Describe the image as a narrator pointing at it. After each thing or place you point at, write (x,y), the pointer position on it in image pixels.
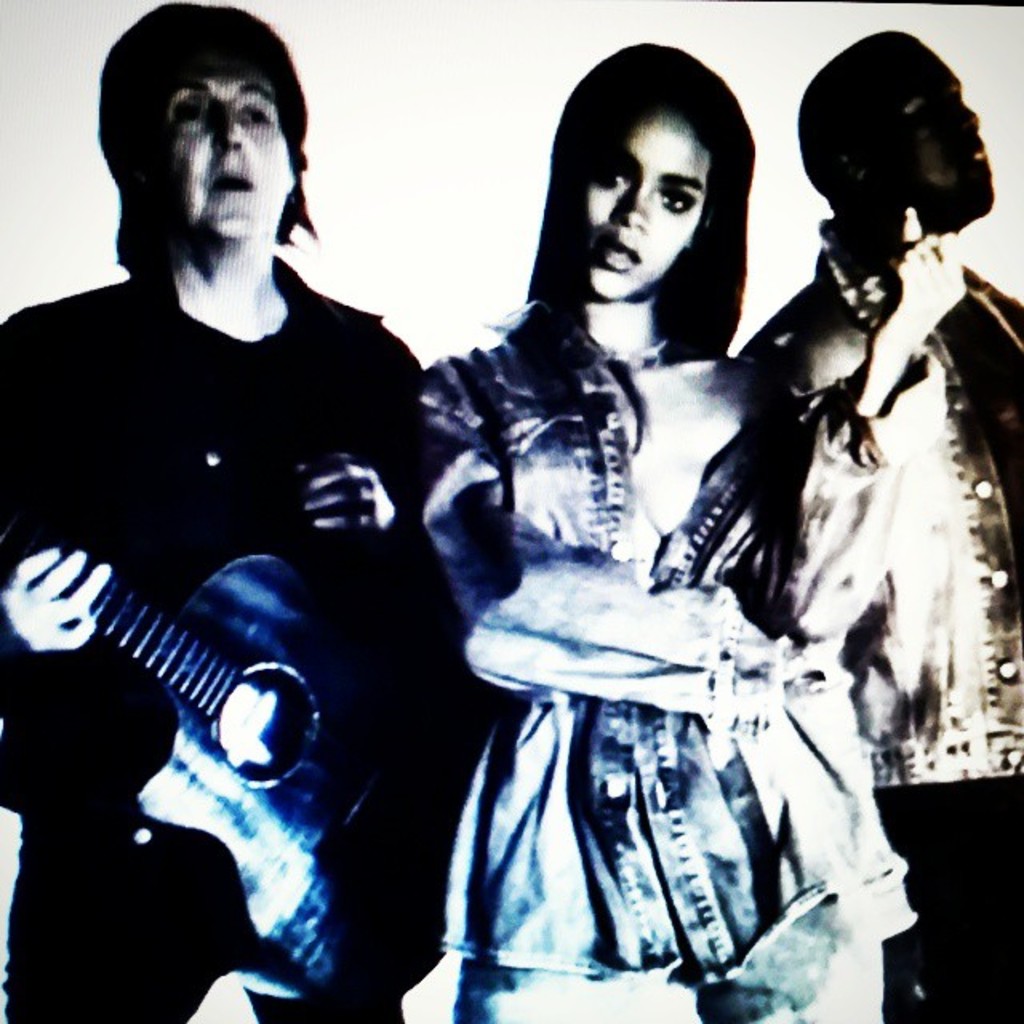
In this image I can see three people (591,451) are standing. Among them there is a person (131,749) holding guitar (287,833).
